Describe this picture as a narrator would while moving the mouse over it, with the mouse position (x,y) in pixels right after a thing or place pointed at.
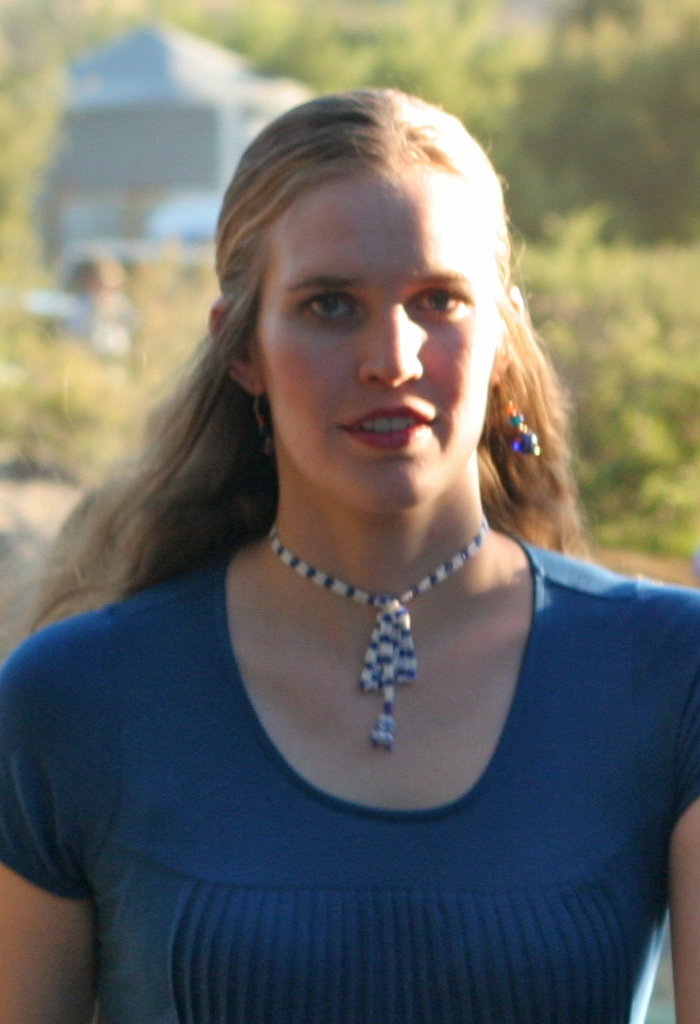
In this picture I can see there is a woman (400,762), she is wearing a blue shirt (264,763), necklace (416,665), earrings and in the backdrop (172,353) there are plants (584,260) and trees (645,146) and the backdrop (113,346) is blurred.
